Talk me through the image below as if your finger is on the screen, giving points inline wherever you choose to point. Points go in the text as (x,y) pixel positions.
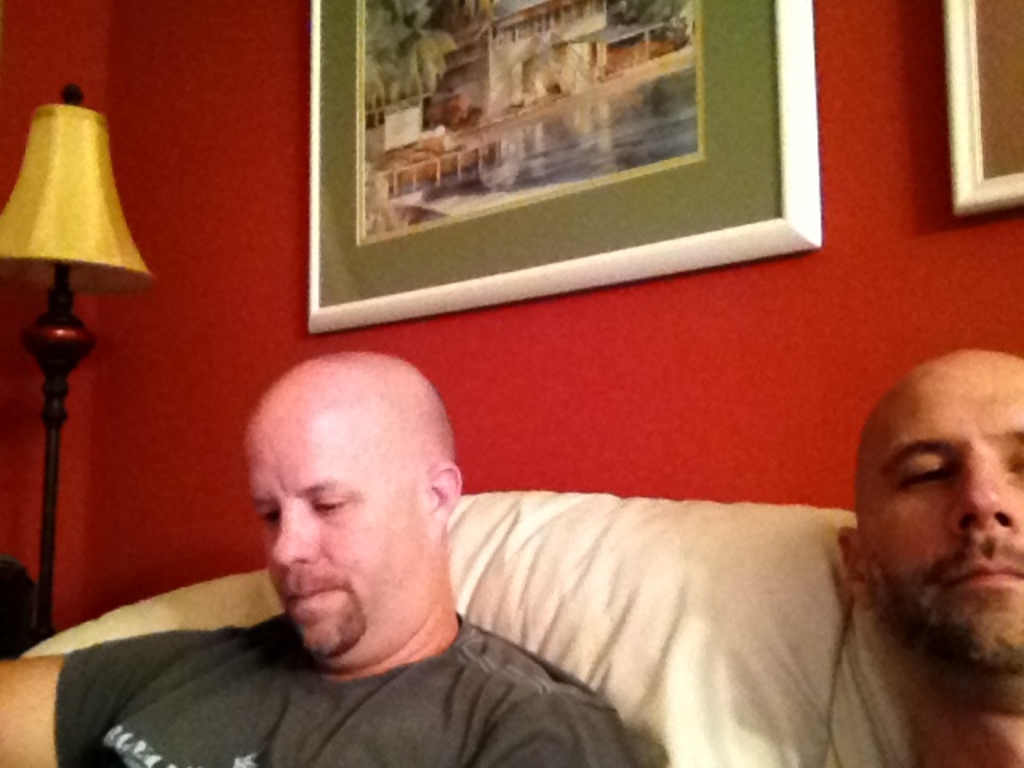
In the foreground of this image (444,637), there are two men (952,697) sitting on the sofa (694,632). In the background (992,79) on the red wall (210,294), there are two frames (976,78). On the left side of the image (60,215), there is a lamp (59,365).
